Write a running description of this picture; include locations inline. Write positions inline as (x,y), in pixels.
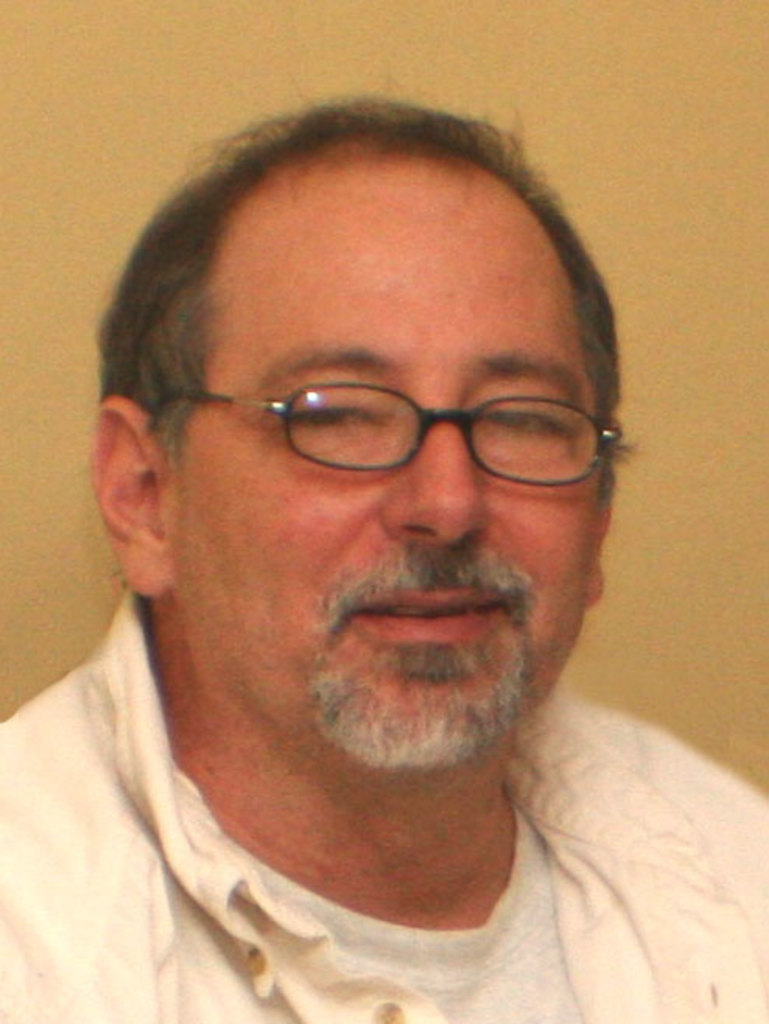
In the image we can see a man (342,688) wearing white color shirt (236,843) and spectacles (480,409).
